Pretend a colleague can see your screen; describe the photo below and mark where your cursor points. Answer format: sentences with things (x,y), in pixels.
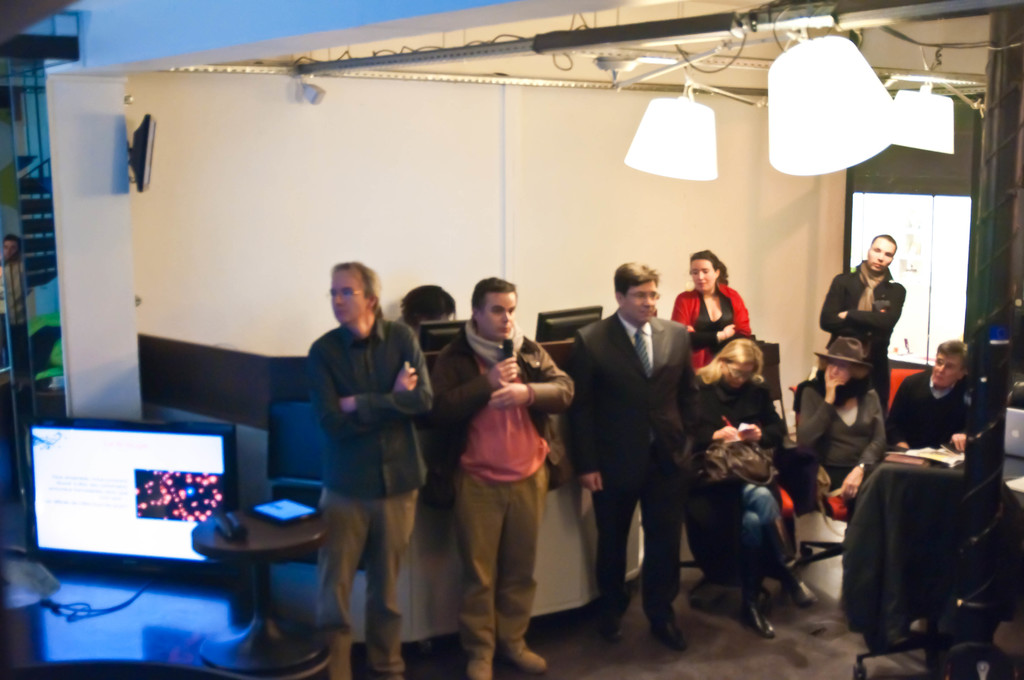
On the background (642,225) we can see a wall (728,138). At the top of the ceiling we can see a television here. We can see persons (606,338) standing on the floor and sitting on chairs (829,544).
